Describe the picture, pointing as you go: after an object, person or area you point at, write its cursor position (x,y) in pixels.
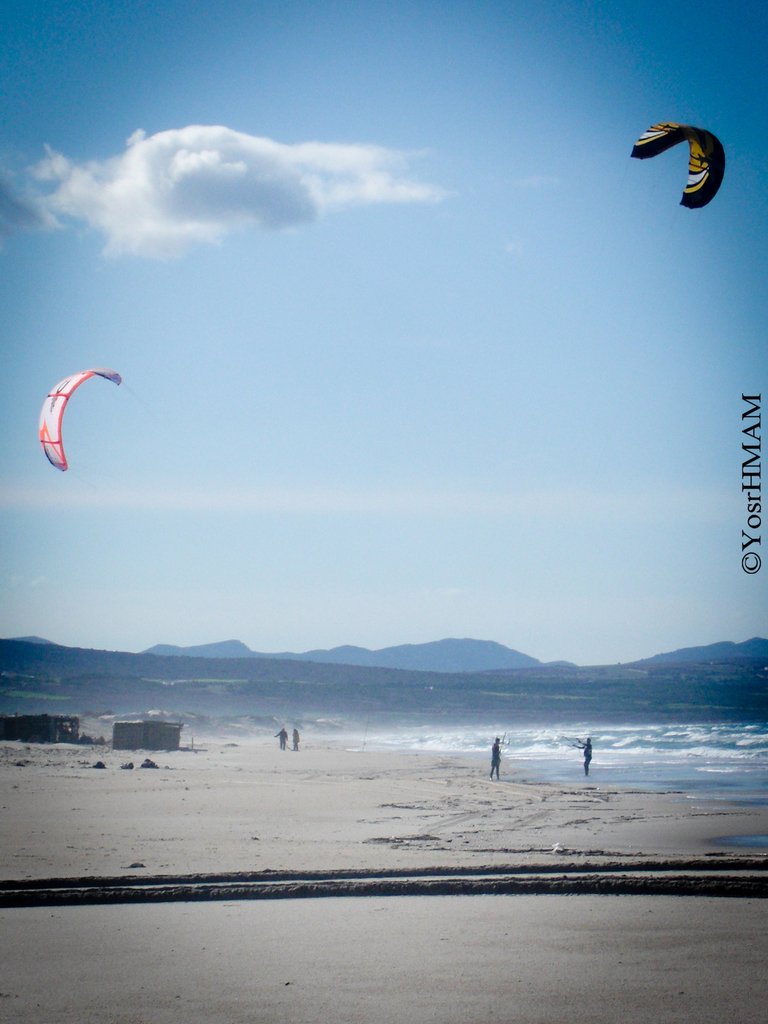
In this picture there are people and we can see kites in the air (204,629), water (637,736), sand (610,807) and objects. In the background of the image (433,650) we can see hills (593,678) and sky (487,458). On the right side of the image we can see text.
